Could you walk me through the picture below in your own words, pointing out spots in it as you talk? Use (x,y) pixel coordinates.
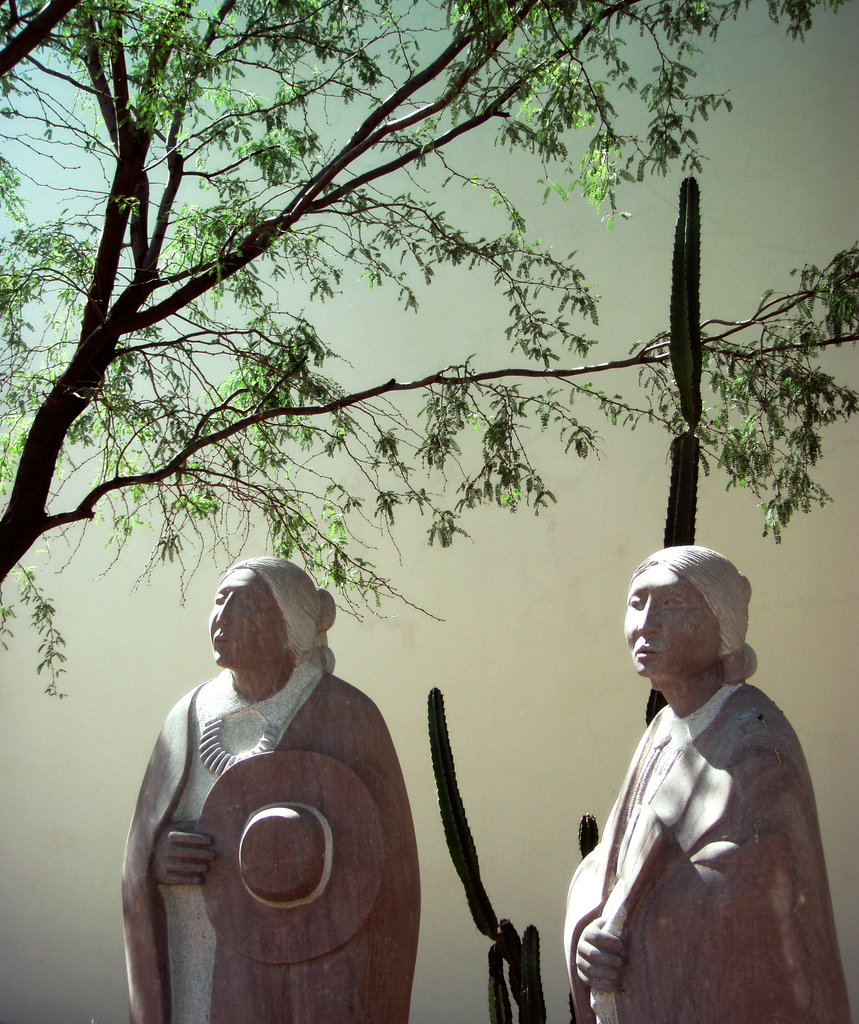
In this image we can see statues (286,855), trees (288,161) and wall (539,444).
